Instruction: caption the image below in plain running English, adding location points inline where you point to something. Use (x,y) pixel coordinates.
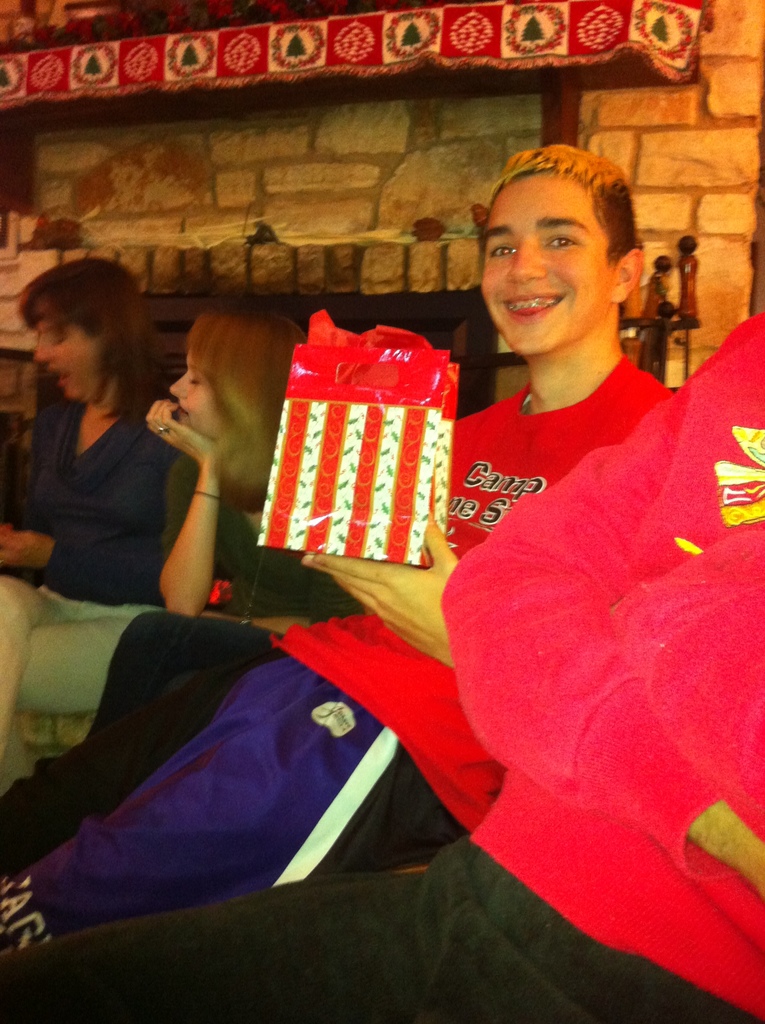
In this image we can see these people (647,743) are wearing red T-shirts (503,747) and this person (463,486) is holding a paper bag (340,517) in his hands (420,621) and smiling. Here we can see two women (159,589) are also sitting here. In the background (398,195), we can see the stone wall (481,149).
